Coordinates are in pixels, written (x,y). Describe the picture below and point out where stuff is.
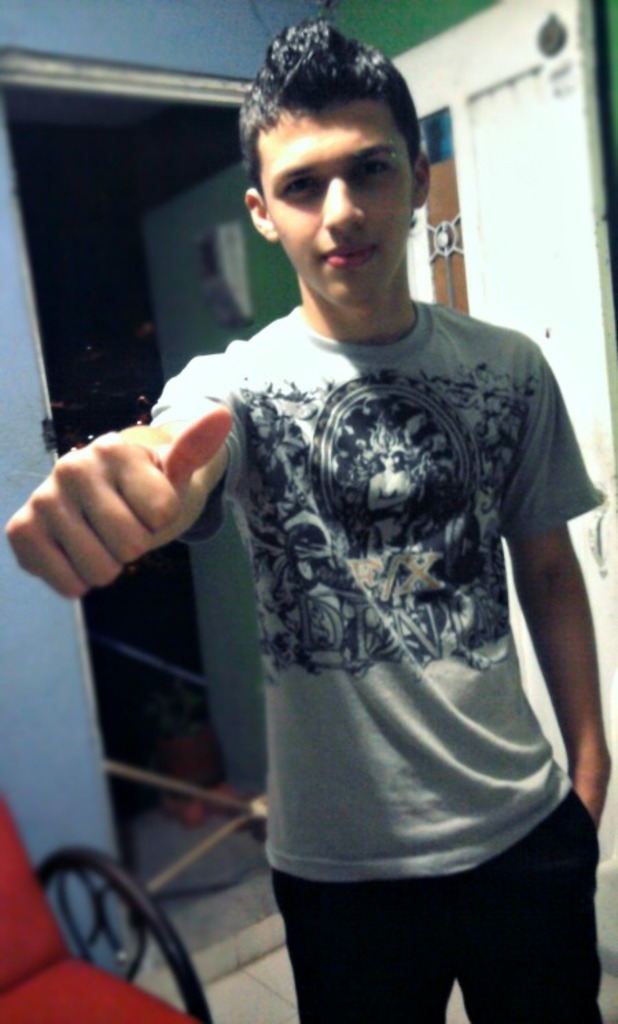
This picture describe about the boy (269,447) wearing grey color t-shirt (450,780) and black jeans (448,939) standing in the middle of the image (410,400), Smiling and giving a pose into the camera. Behind you can see a white color door (440,234) and red color chair (93,1007) placed on the floor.
